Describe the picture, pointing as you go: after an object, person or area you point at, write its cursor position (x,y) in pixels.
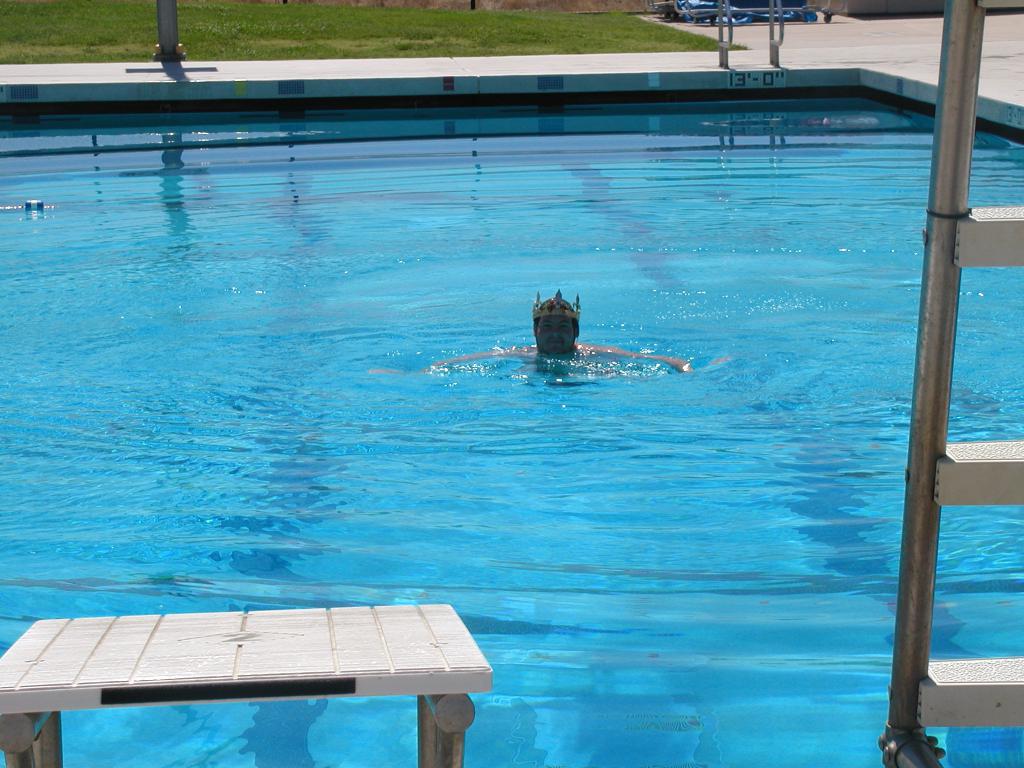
In this picture there is a swimming pool (591,195). In the foreground (14,668) there is an object (369,647) and there is a ladder (909,697) and there is a person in the water (506,546). At the back (264,9) there is an object (765,16) and there is grass (463,33) and there is a pavement (555,57).
